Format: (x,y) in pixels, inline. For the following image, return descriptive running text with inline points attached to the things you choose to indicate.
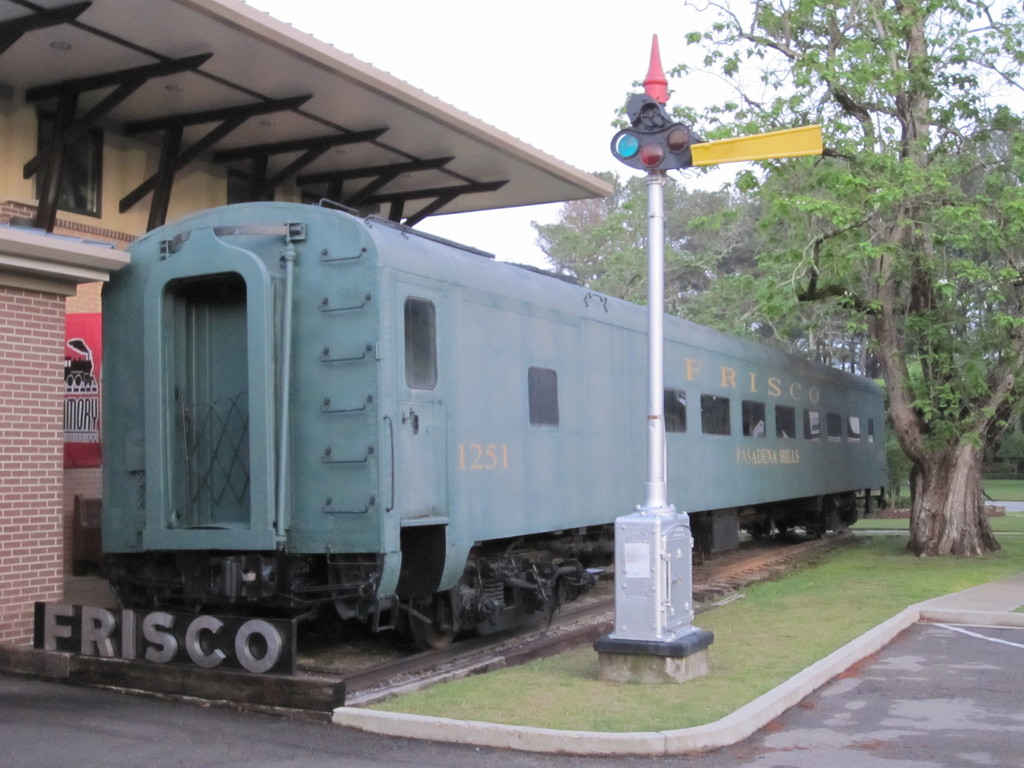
In the center of the image (516,375), we can see a train (449,461) on the track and there is a pole (648,557) and we can see board (154,630). In the background (149,133), there are trees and we can see a shed (120,139) and there are rods (73,135) and a poster (83,410). At the bottom (770,733), there is road (890,688) and ground (831,562) and at the top (488,68), there is sky (473,65).
